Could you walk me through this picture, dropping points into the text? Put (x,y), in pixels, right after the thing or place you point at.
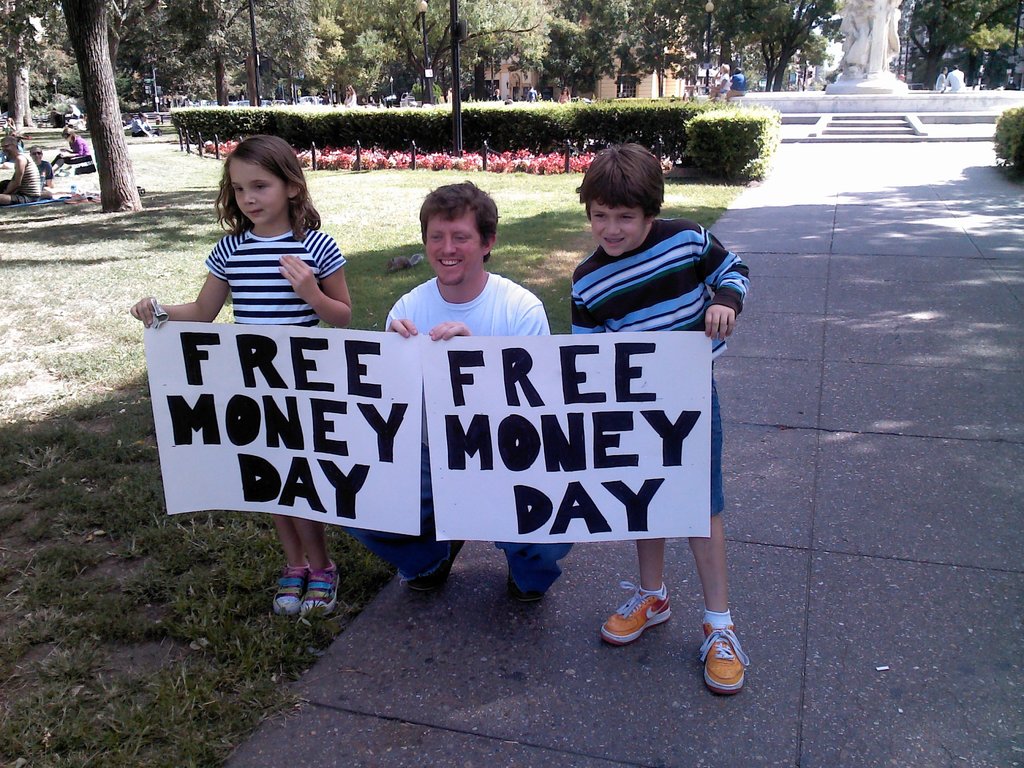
In this picture there are persons (299,300) sitting, standing and squatting. In the front (407,304) there are three persons (345,275) smiling and holding a banner (360,407) with some text (521,429) written on it. In the background (402,218) there is grass (398,199) on the ground (403,197) and there are plants (328,107), trees (581,49) and there is a statue (867,39) which is white in colour.
